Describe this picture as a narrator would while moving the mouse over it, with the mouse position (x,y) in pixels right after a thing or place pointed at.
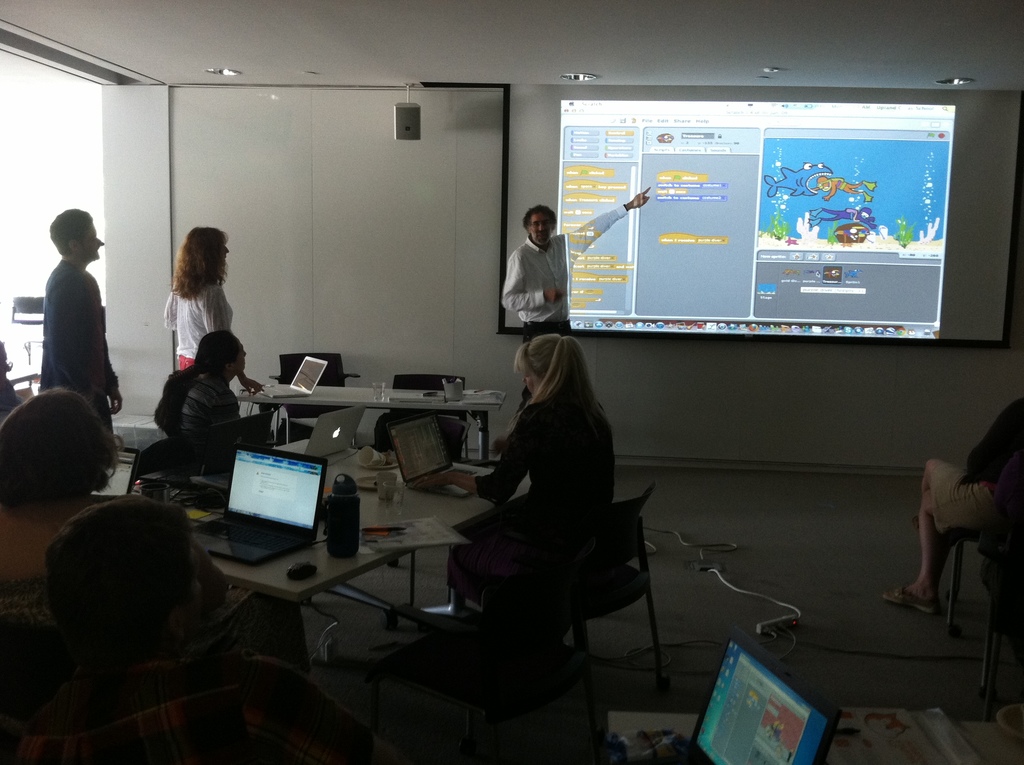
A group of people (23,567) are listening to man (528,248) who is presenting at a screen (613,281) behind him.
